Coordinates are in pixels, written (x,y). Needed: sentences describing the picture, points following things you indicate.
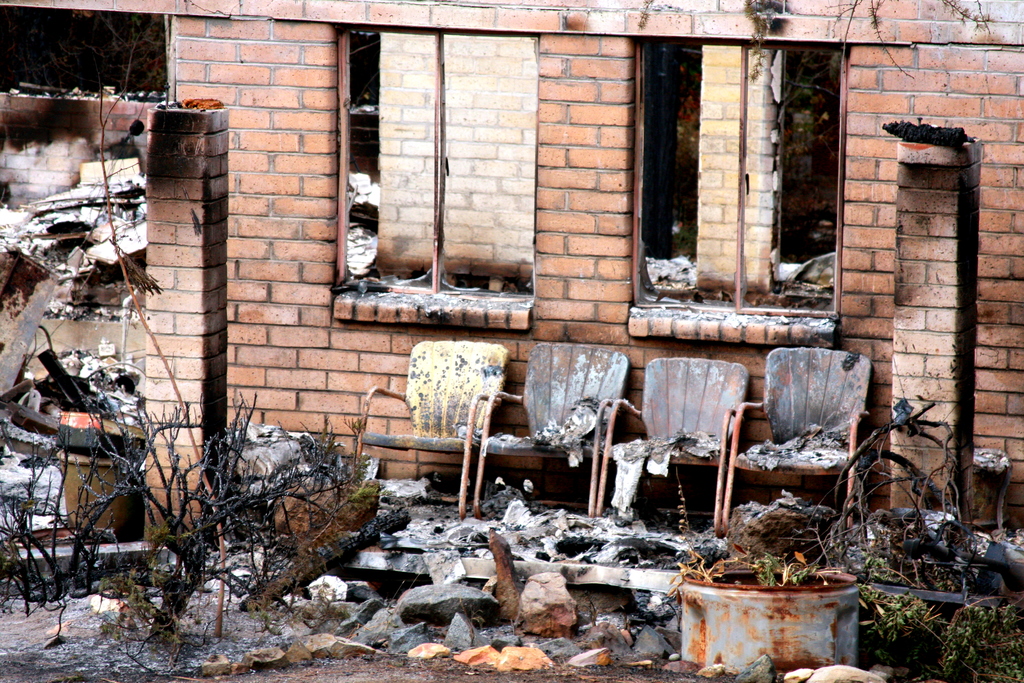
There are plants (271,527), walls (300,168), windows (647,145), chairs (556,387) and other objects (17,236). These are damaged due to fire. And the background (26,38) is dark in color.
